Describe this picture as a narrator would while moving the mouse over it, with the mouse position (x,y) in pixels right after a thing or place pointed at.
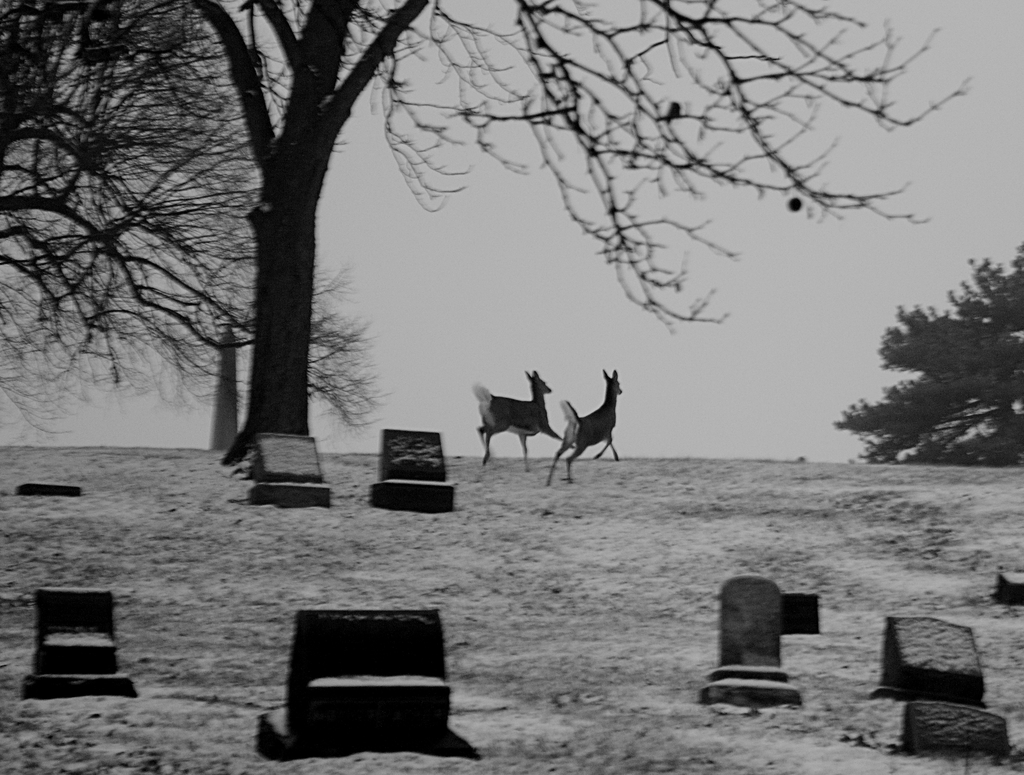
In this picture I can see the graves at the bottom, in the middle (608,434) there are two animals (527,429) and trees (1002,366). At the top (659,216) there is the sky (548,291).
